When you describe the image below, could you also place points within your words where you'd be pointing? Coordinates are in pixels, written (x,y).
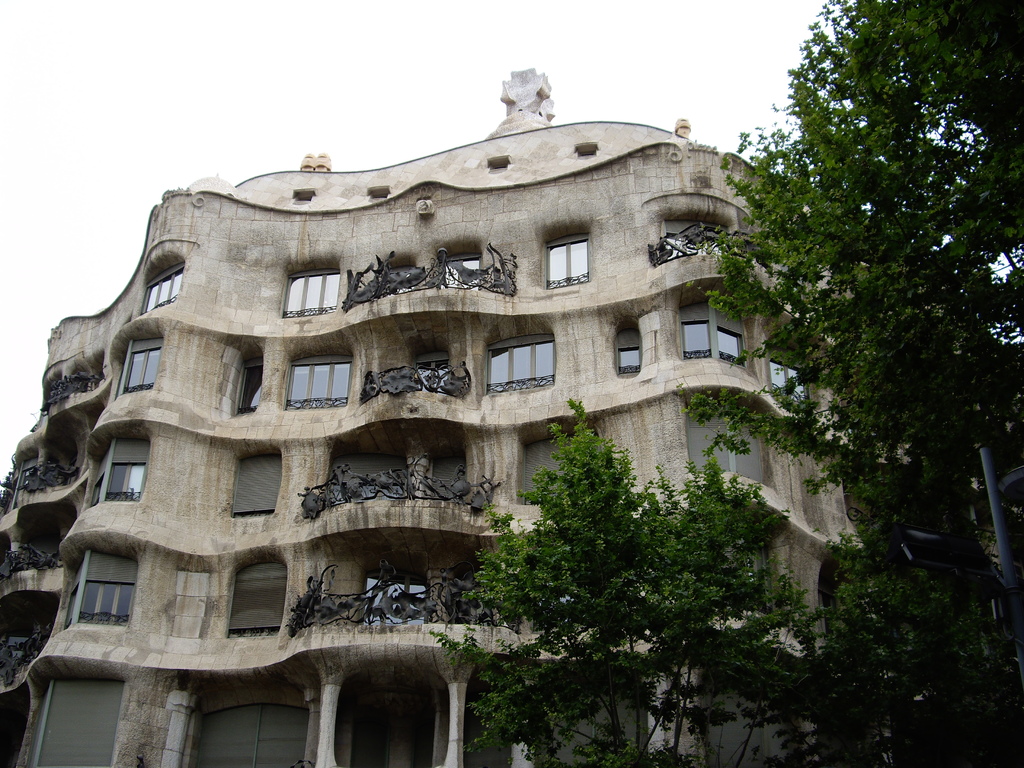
In this image we can see a building (214,382). On the building (395,372) we can see the windows (310,399). On the right side (857,281), we can see the trees (898,510) and a pole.
